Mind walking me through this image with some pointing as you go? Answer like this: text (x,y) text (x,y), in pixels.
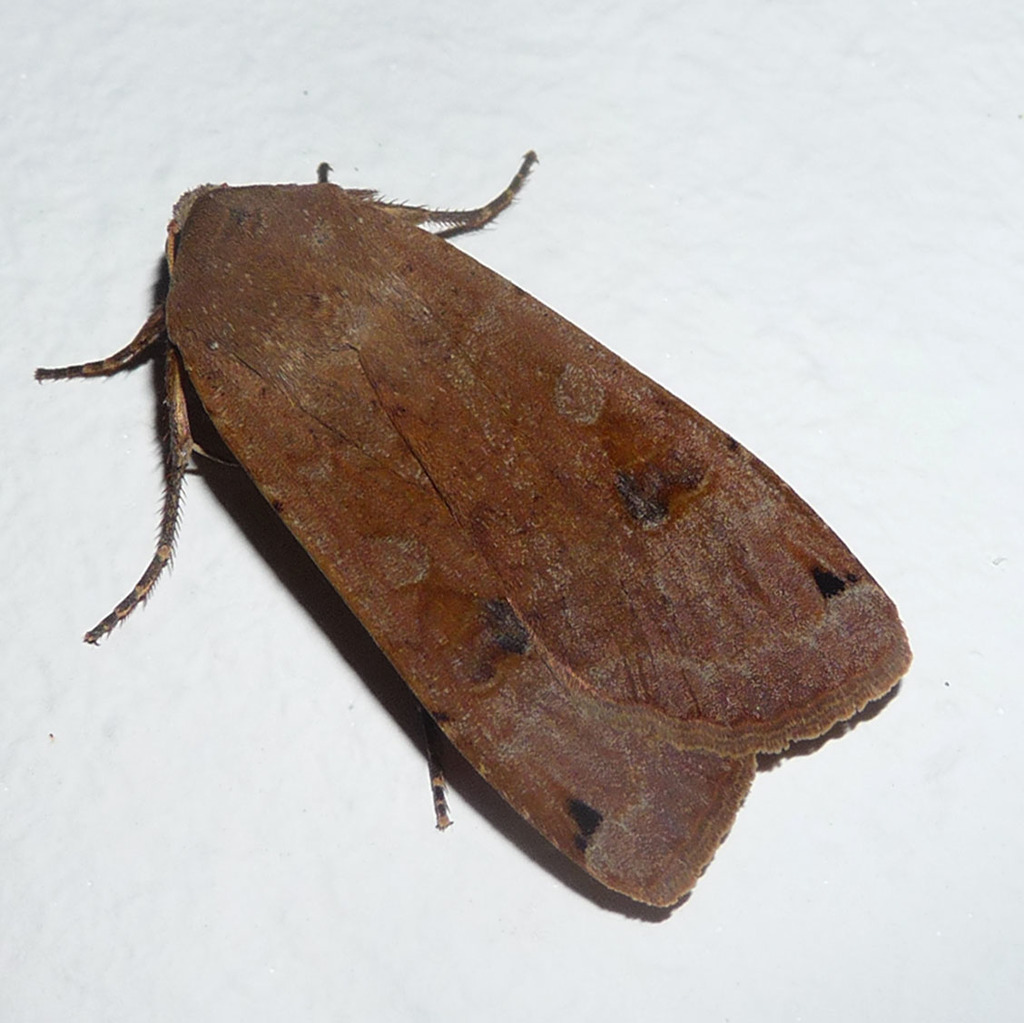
In the foreground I can see an insect (720,837) on the wall (533,206) off white in color. This image is taken in a room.
